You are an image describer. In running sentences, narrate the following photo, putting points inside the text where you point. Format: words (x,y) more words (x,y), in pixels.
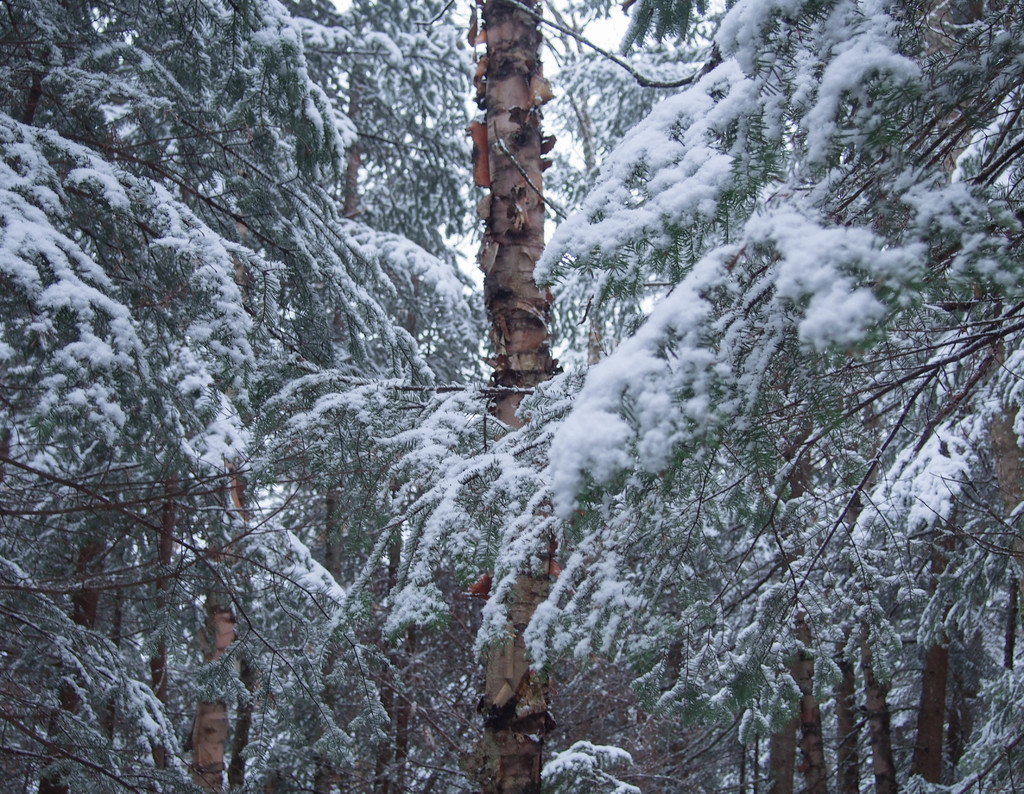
In this image, there are trees (711,305) with the snow (729,285).
